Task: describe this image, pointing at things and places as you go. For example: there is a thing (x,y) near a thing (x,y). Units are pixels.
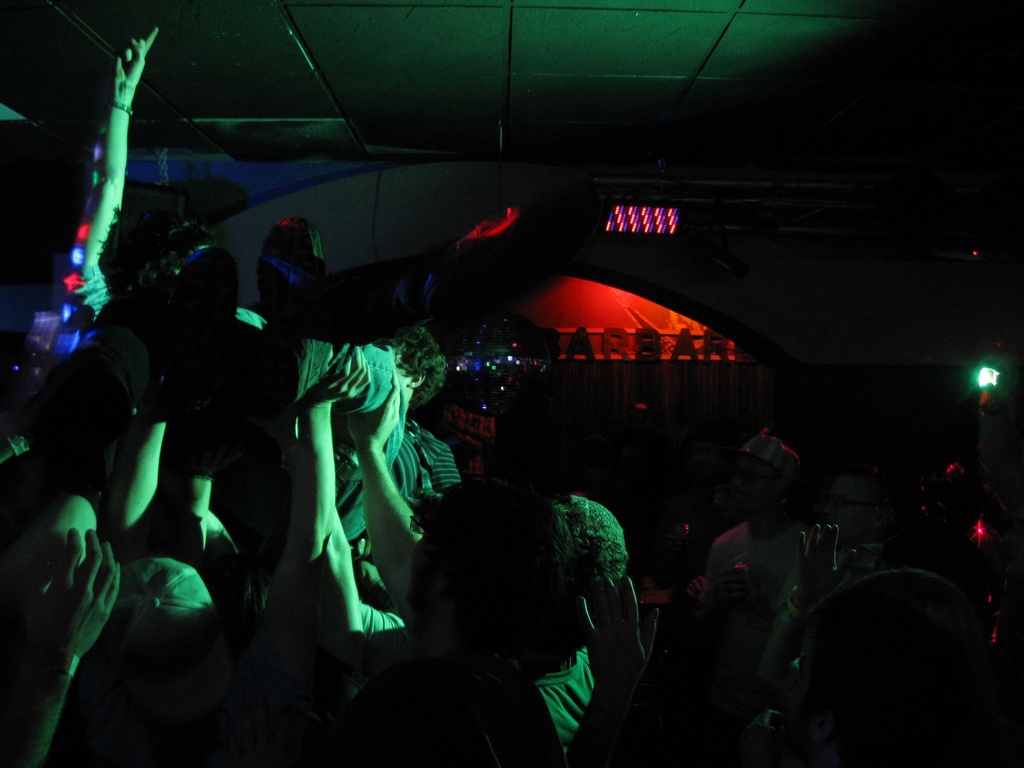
In this image on the left side (276,390) there are few people (386,454) lifting a person (231,346) with their hands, at the bottom (930,676) there are few people (847,608) visible, in the middle (593,331) there are lights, name board (645,338), at the top (603,96) there is ceiling (835,96).
